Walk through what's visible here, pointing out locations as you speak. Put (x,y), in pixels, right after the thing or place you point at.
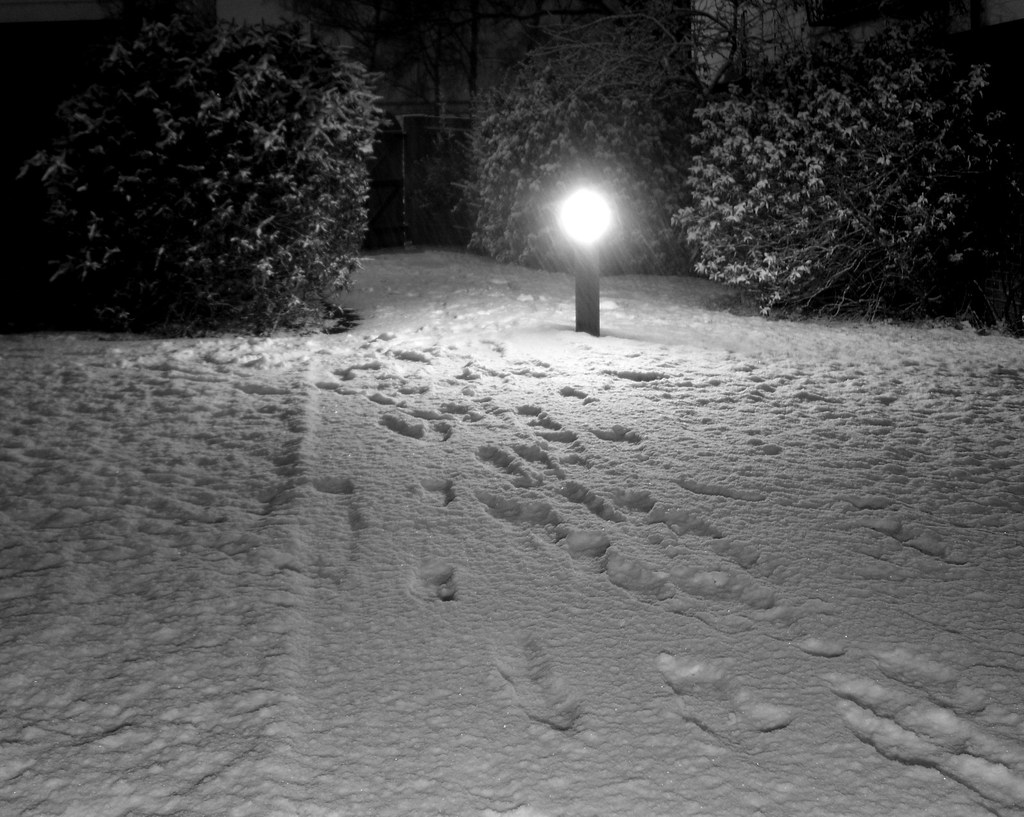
In this image, we can see some footprints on the snow (513,680). There is a light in the middle of the image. There are plants (268,201) in the top left (311,88) and in the top right of the image (811,134).
